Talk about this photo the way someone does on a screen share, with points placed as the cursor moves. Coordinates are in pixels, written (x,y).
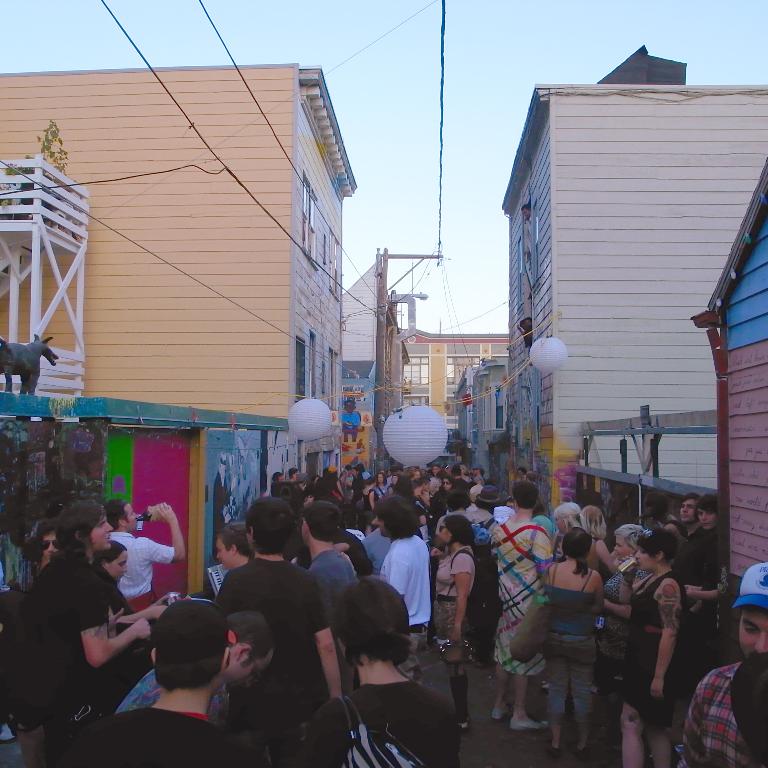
In this image we can see so many people (460,511) are standing on road (488,739), both side of the road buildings (355,342) are available and electricity poles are present on the top of the image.
